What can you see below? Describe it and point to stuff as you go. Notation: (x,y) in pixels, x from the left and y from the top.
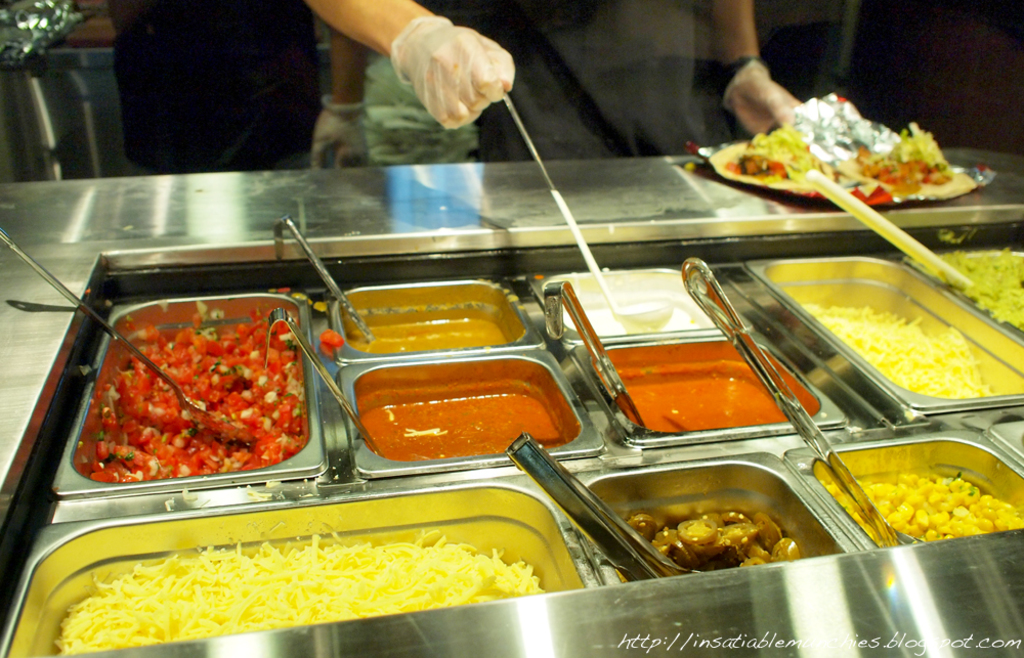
In this image I can see a desk (541,179) on which I can see trays (586,302) and there are different kinds of dishes (880,329) visible on trays (911,269), at the top (473,33) I can see a person (512,33) visible in front of desk (619,629) and holding a spatula (634,313) on his hand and holding a plate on other hand (784,119) and top of plate (736,147) I can see food stuff (834,170), plate (821,137) is kept on desk (690,174), back side of that person (468,103) I can see another person (326,132) and wearing gloves (336,108) on his hand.
